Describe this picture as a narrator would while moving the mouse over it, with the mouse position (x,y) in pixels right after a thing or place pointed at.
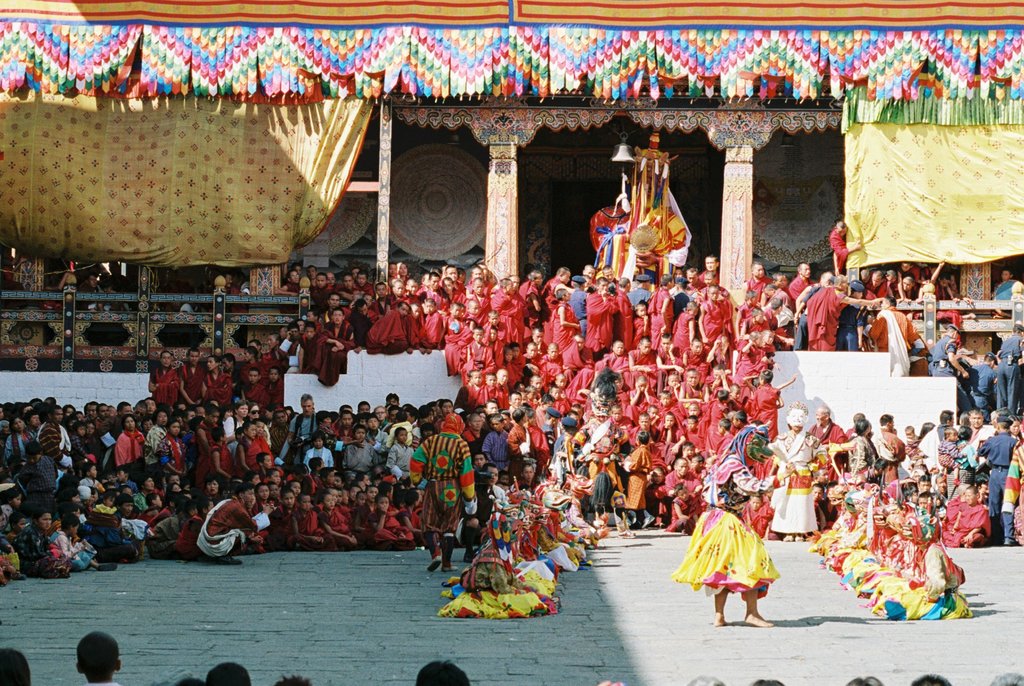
This image consists of many persons (409,421). At the top (205,90), we can see a tent (214,8) along with yellow clothes (52,187). At the bottom (469,628), there is a floor (1007,597). In the middle (465,455), there is a person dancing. In the background (723,252), there are pillars (725,267). In the middle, there is a bell (628,154).
